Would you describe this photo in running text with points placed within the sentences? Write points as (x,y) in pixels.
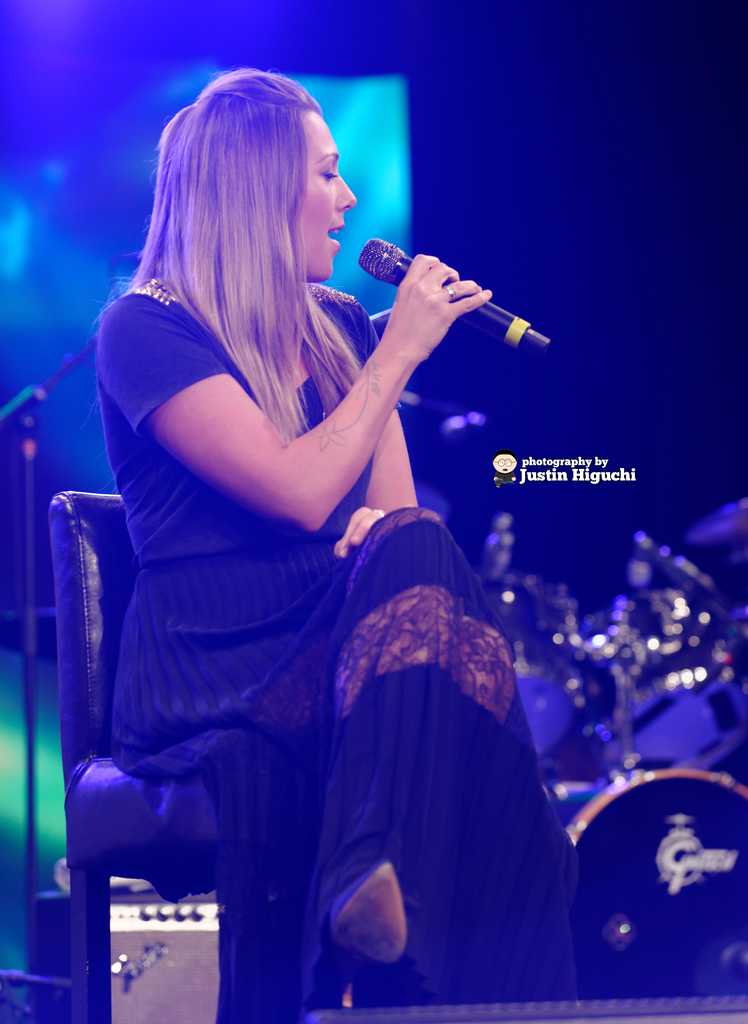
There is a woman (322,412) sitting on chair (203,815) and holding a microphone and singing. In the background (557,490) it is dark and we can see stand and device (162,945) on the surface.
